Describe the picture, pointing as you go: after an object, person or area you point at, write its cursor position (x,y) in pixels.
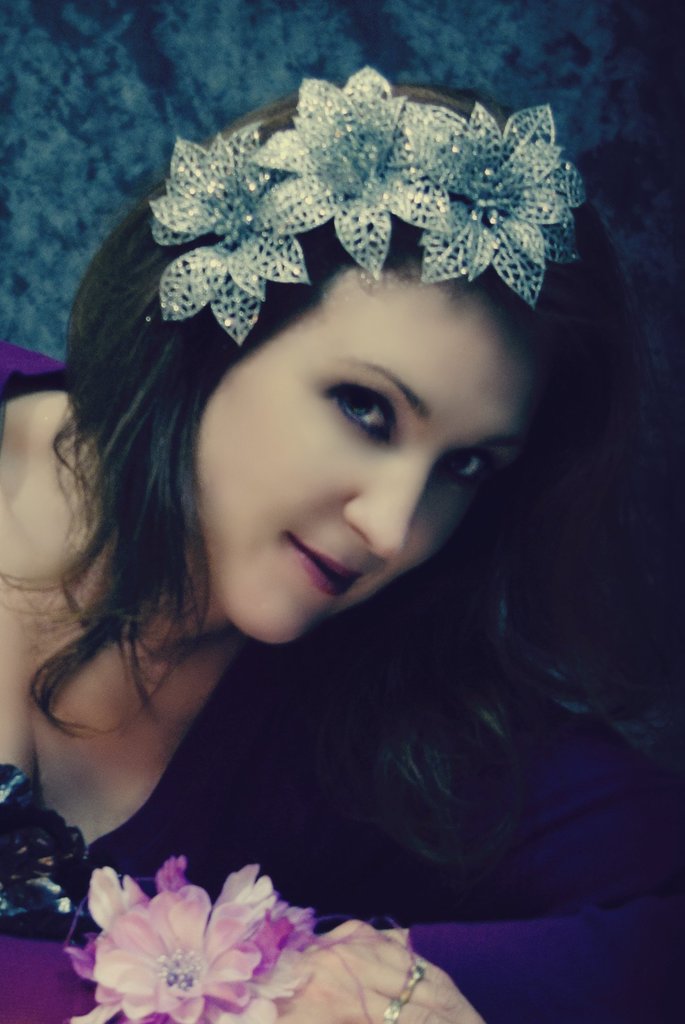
In this image I can see a person (368,893) and the person (149,885) is wearing purple color dress (240,840). I can also see few flowers (234,926) in white and pink color, and I can see blue color background (137,62).
